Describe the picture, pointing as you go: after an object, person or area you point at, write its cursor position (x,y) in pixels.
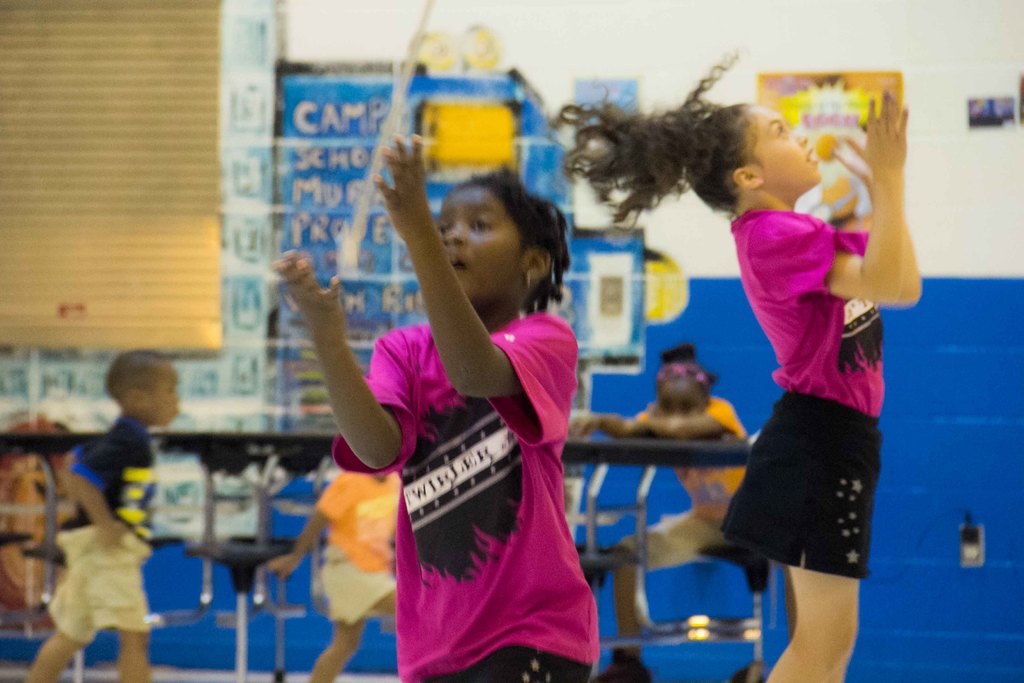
In the middle of the image (490,340) there is a kid (494,334). Behind the kid (497,331) there is a girl (732,208) jumping. Behind them there are few kids (89,486) and also there is a table (55,504). In the background (960,355) there is a wall (908,213) with posters (863,210) and also there it is a blur image in the background (432,12).
